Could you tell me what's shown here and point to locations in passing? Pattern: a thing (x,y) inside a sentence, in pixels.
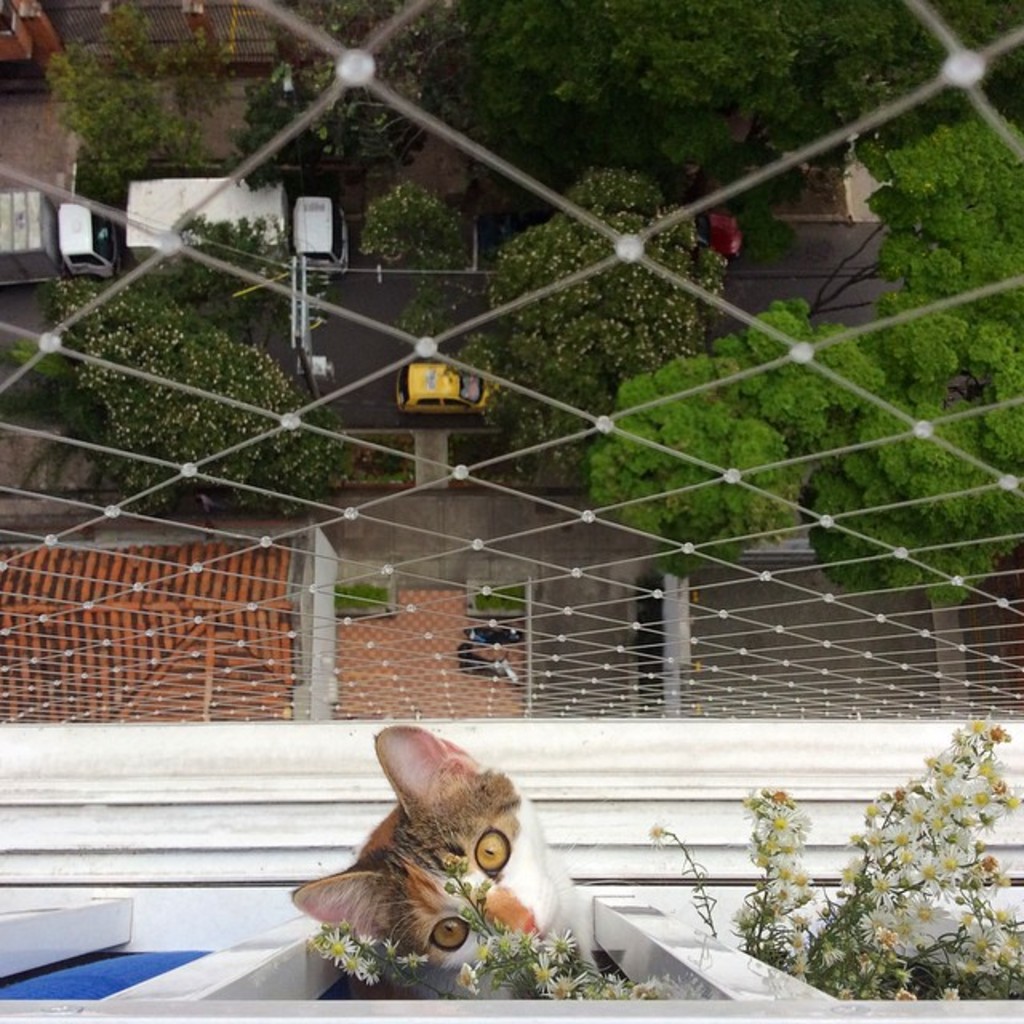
In the image we can see there is a cat (396,827) looking at the camera and the flowers (942,861) are on plants (964,971). There is a net (747,372) and behind there are trees (659,422). There are vehicles (436,369) parked on the road (350,370) and there is a building (90,626).
